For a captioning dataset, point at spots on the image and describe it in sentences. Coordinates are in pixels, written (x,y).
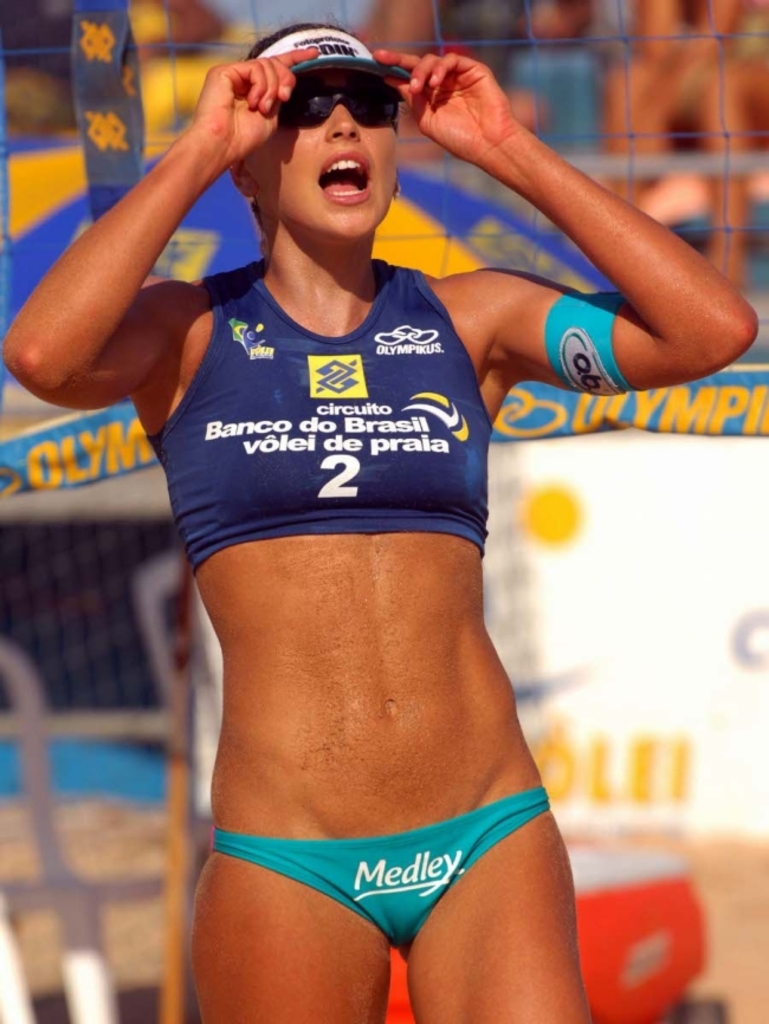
In this image, we can see a woman (369,701) is wearing goggles (321,118) and cap (355,48). Background (767,485) we can see net (722,191), banners (761,475), few people (740,211) and some objects (706,1014).
